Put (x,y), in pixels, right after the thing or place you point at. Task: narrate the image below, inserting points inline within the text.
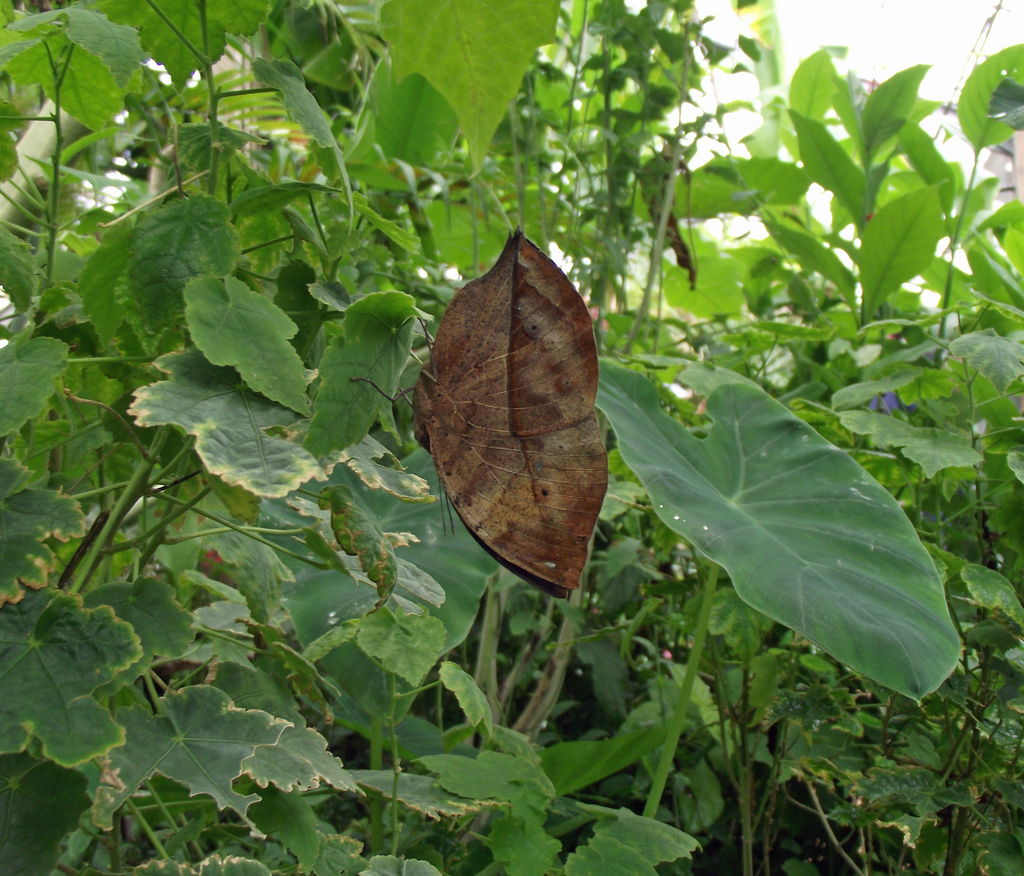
In this image I can see it looks like a butterfly (469,446). In the background (257,299), I can see the plants (599,570).
